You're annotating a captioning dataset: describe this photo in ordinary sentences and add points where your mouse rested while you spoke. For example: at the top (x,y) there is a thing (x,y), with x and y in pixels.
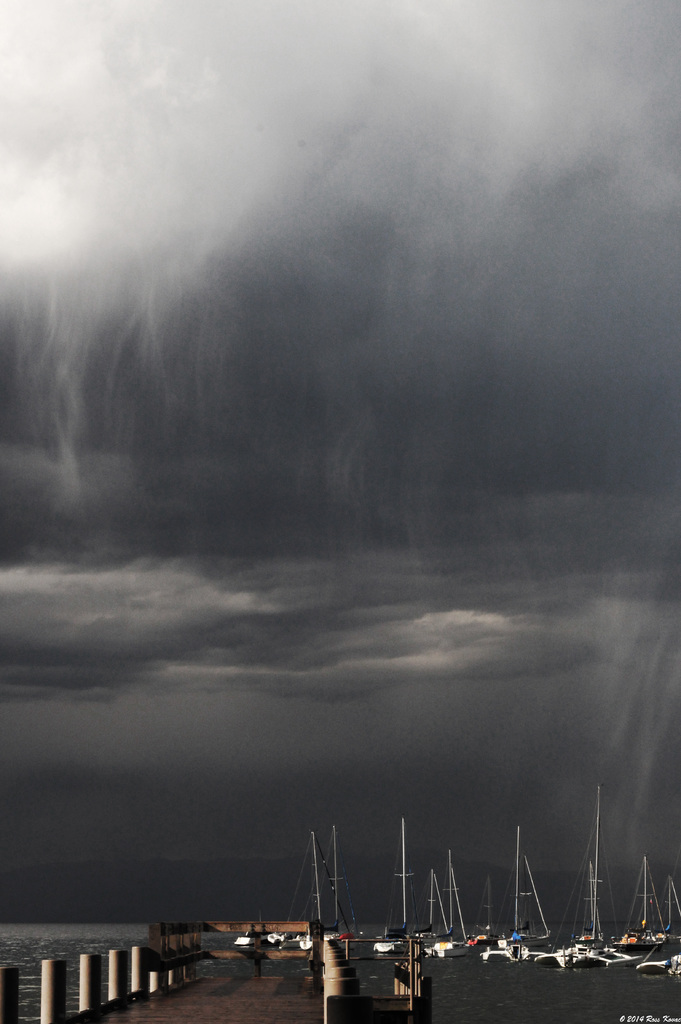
In the picture I can see boats (443,945) on the water (292,972). I can also see a boat yard (299,990). In the background (284,652) I can see the sky (327,572). On the bottom right corner of the image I can see a watermark (630,1023).
